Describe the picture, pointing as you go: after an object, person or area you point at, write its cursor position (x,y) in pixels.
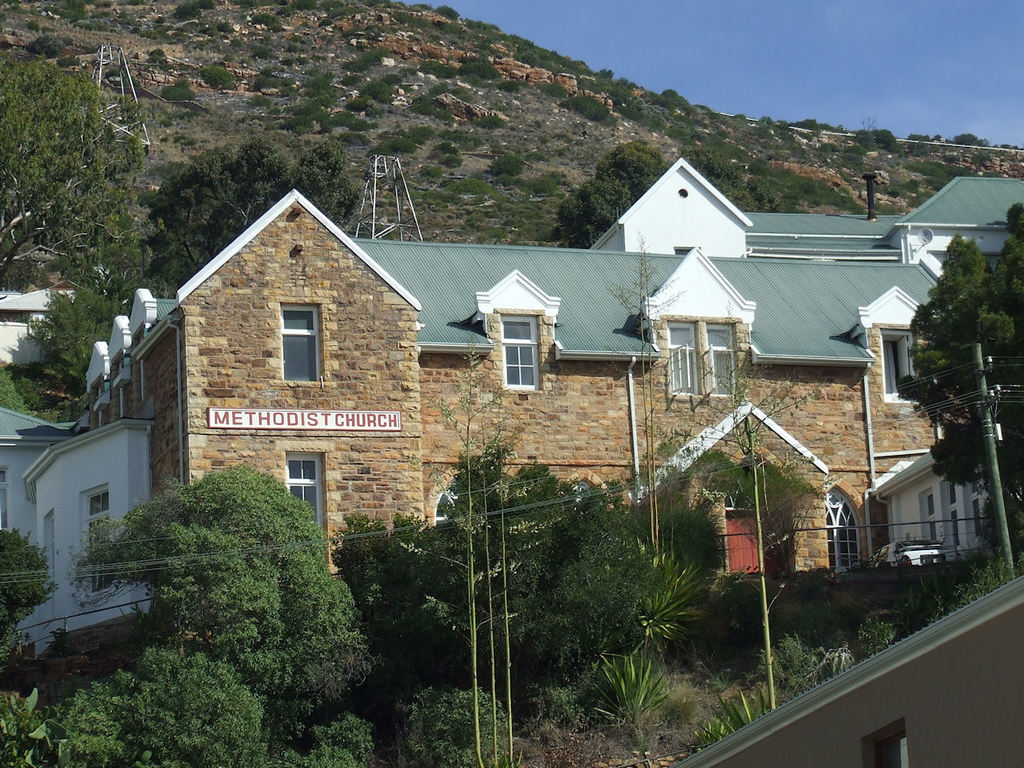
In this picture we can see some trees (456,630) in the front (480,618), there is a building (304,353) in the middle (410,351), in the background (722,178) there is a hill (607,128) and some trees (753,192), we can see the sky (798,65) at the top of the picture (786,61).
